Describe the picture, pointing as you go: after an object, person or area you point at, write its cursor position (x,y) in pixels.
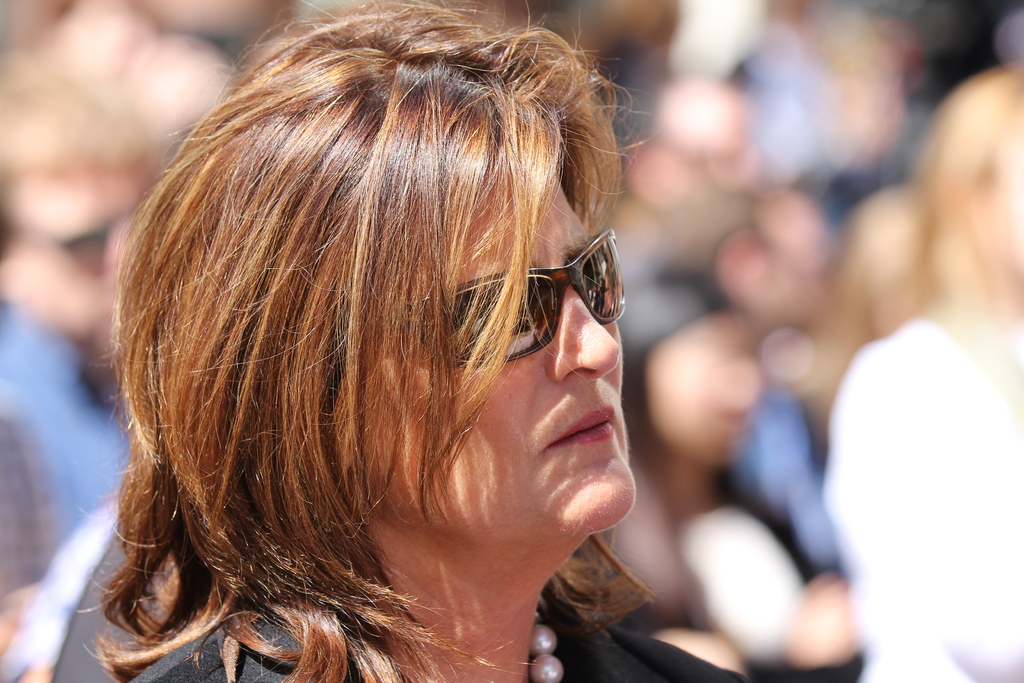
In this image in the front (385,457) there is a person (367,514) and the background (711,142) is blurry.
